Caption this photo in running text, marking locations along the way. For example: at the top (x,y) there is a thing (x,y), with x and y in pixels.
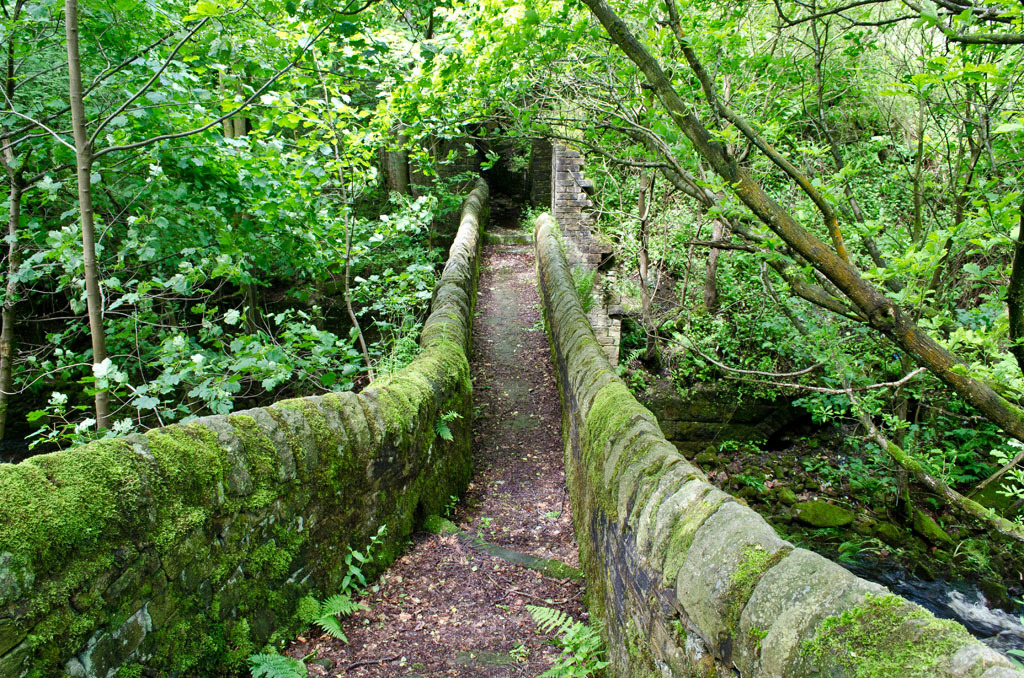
In the middle of the picture (518,375), we see a bridge (446,649). At the bottom (475,633), we see the herbs (586,638) and dry leaves (357,627). On either side of the picture, we see the trees (342,355). In the right bottom (927,575), we see the water (931,591) and the stones (906,545). There are trees (313,84) and a wall (569,209) in the background (564,177).
